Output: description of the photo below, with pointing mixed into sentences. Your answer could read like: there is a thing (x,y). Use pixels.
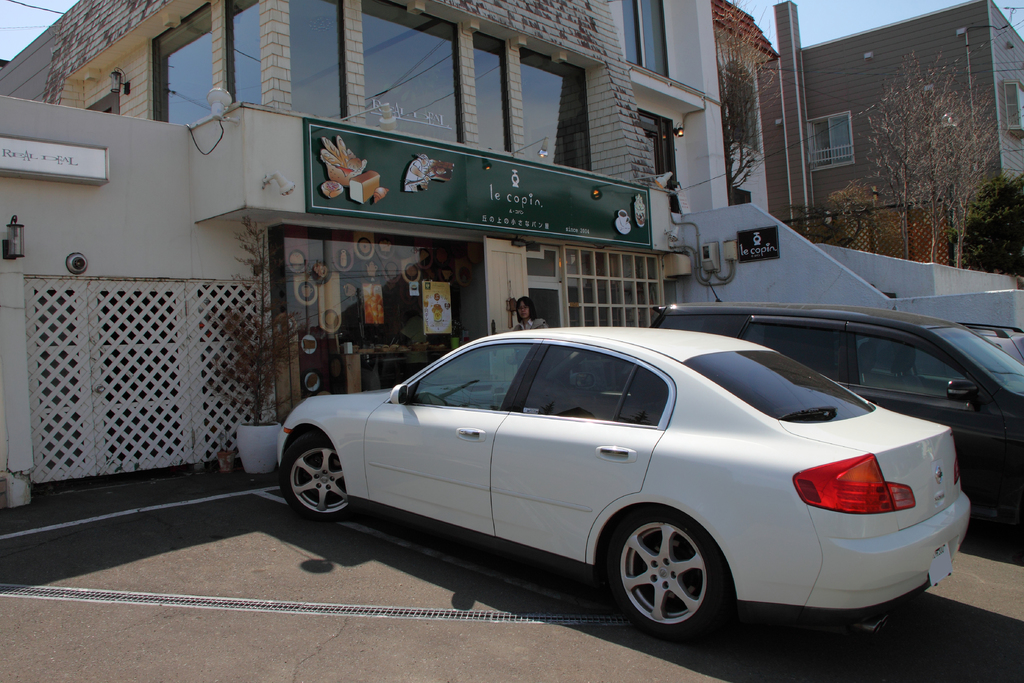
In this picture we can see two cars (799,457) parked here, on the left side (21,352) there is a building (706,299), we can see a tree (976,213) here, there is a glass (427,295) here, we can see a board (522,208), there is a wall (21,326) here, we can see sky (854,23) at the top of the picture (860,10), there is a person (526,316) standing here.
